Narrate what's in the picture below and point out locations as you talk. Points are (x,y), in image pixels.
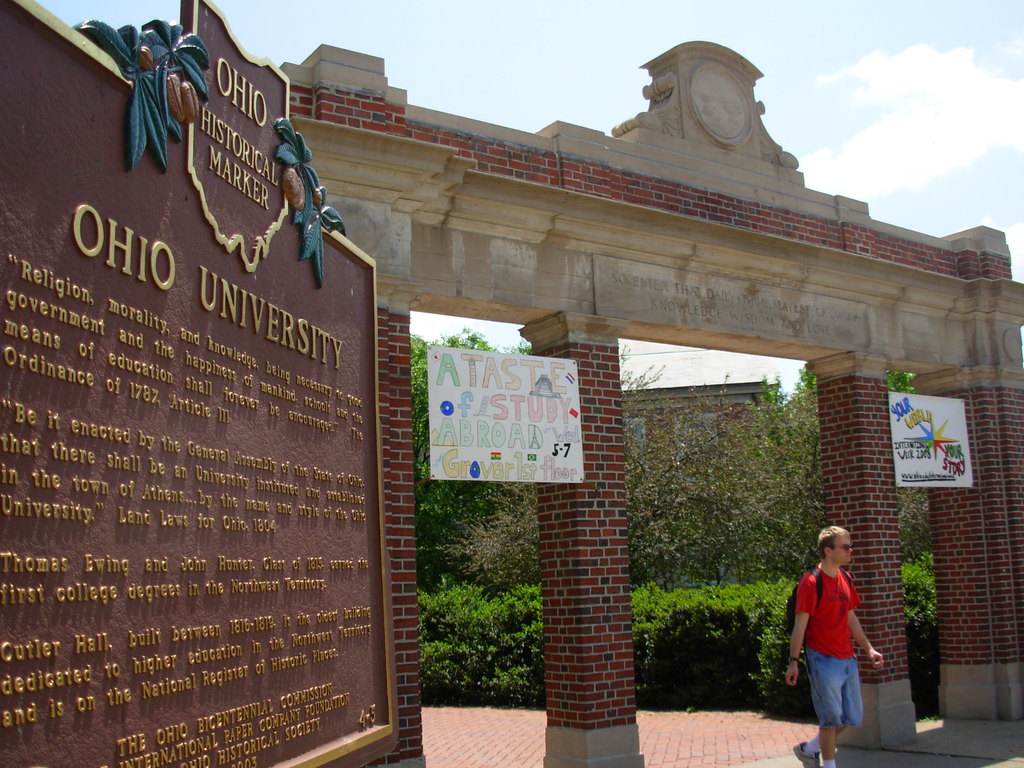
in this image we can see sky (638,63) with clouds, entrance arch (695,265), bushes (763,631), trees (722,484), buildings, a person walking on the floor (690,723), chart (490,388) with some text (489,391) and a laid stone (219,387).
